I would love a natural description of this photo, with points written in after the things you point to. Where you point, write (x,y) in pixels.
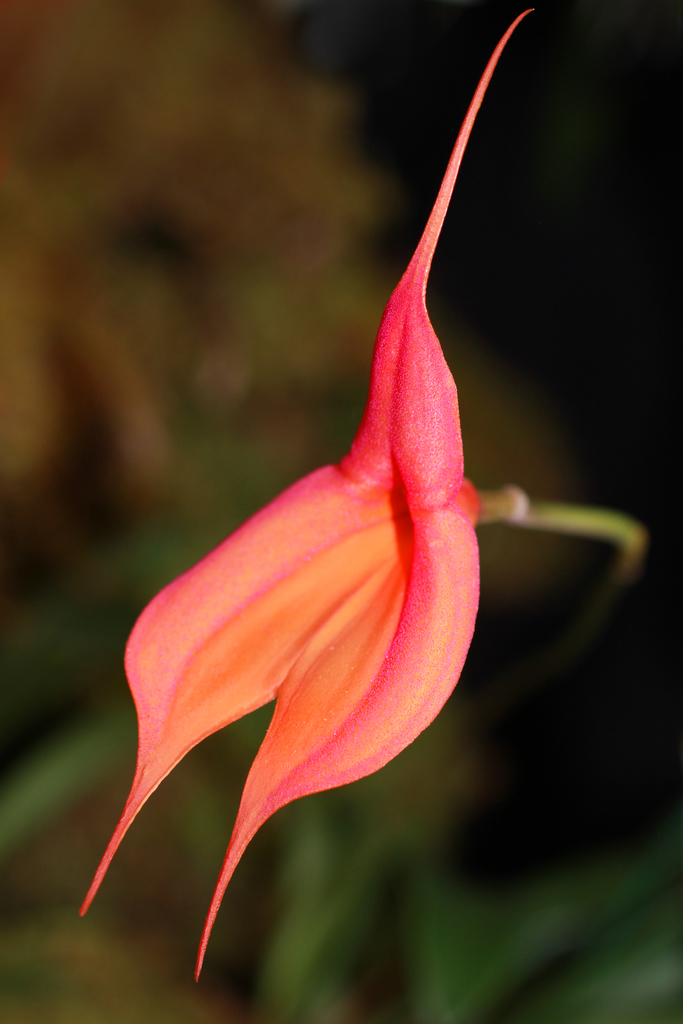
In this picture I can see there is a flower (292,614), it is in orange and pink color, it is attached to a stem (486,510) and the backdrop (295,956) is slightly blurred.
